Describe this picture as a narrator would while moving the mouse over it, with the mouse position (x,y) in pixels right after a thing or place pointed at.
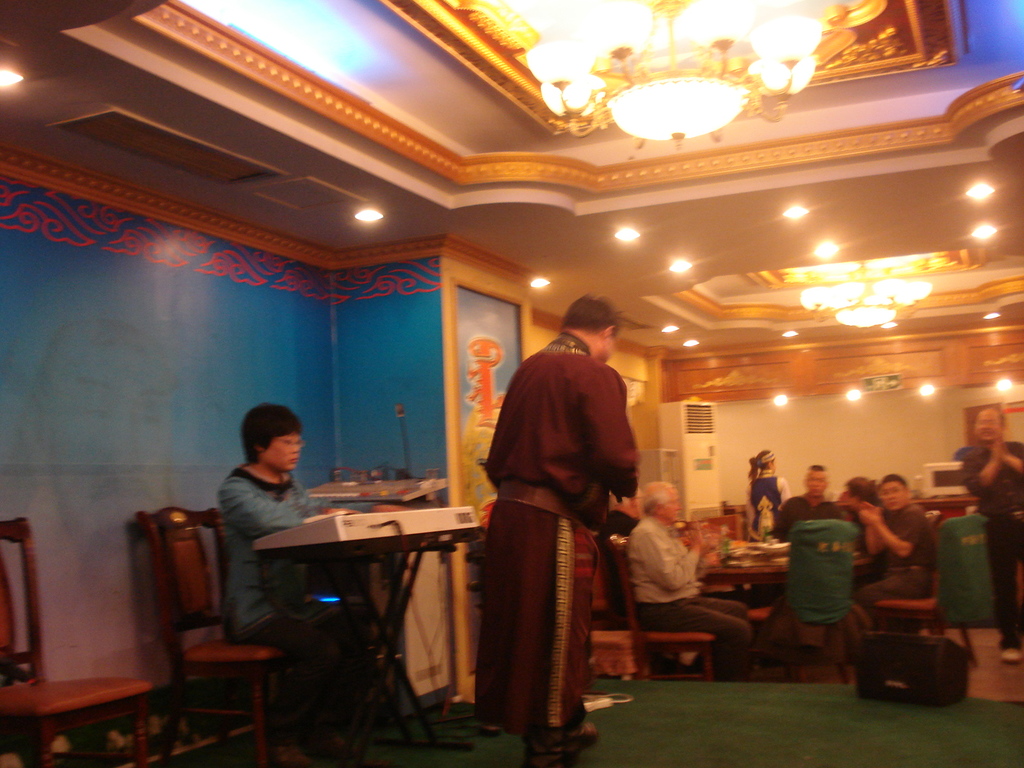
As we can see in the image there is a wall (761,387), few people (695,552) sitting on chairs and there is a table (743,542).
